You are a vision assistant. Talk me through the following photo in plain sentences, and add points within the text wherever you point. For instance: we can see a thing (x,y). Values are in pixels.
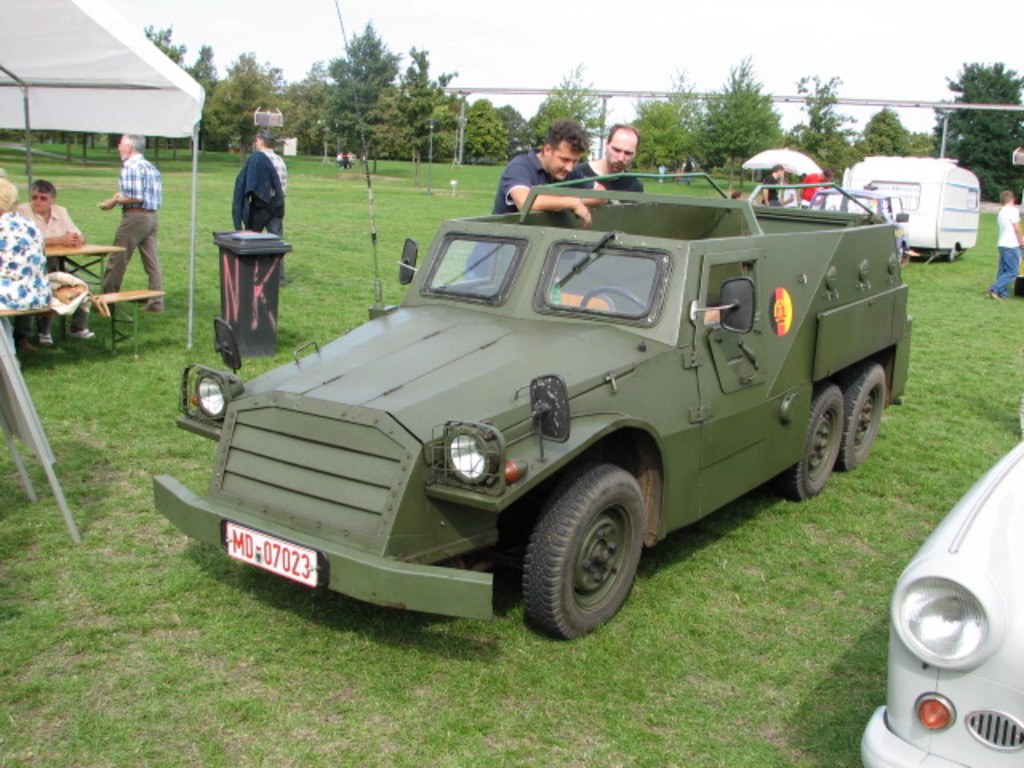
In the picture I can see a vehicle (552,339) on a greenery ground (32,155) and there are two persons (559,174) standing beside it and there is another vehicle (983,661) in the right corner (967,603) and there is a white tent (26,107) which has few persons (16,194) sitting under it in the left corner (18,217) and there are few other persons (817,174), a vehicle (919,171) and trees (662,108) in the background (663,119).
